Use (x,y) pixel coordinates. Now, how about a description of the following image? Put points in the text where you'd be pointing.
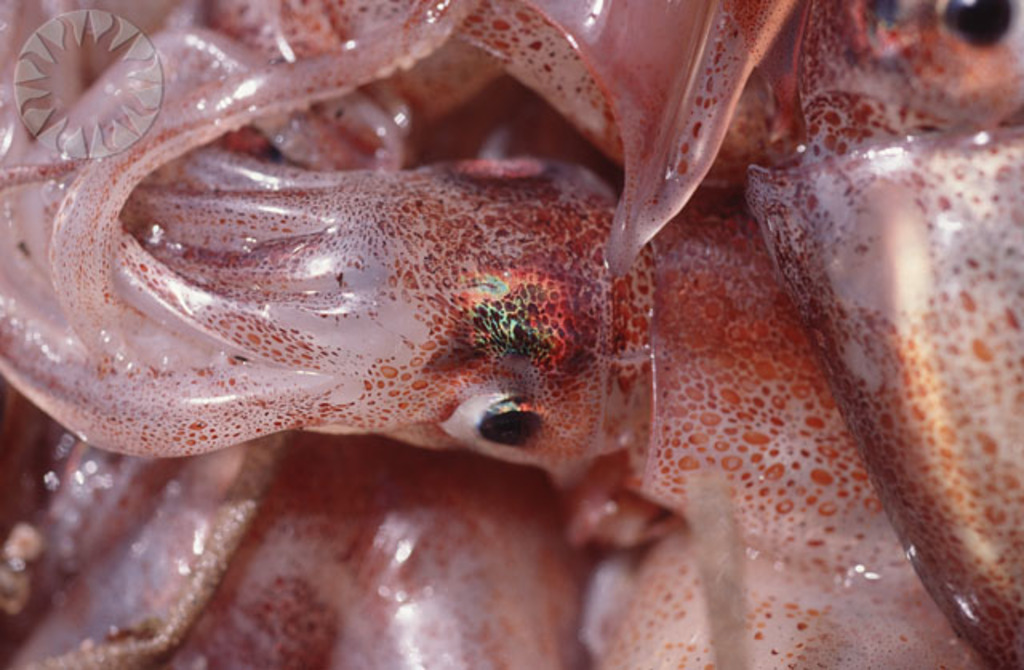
In this image I can see a picture (648,117) of squid (679,185).
